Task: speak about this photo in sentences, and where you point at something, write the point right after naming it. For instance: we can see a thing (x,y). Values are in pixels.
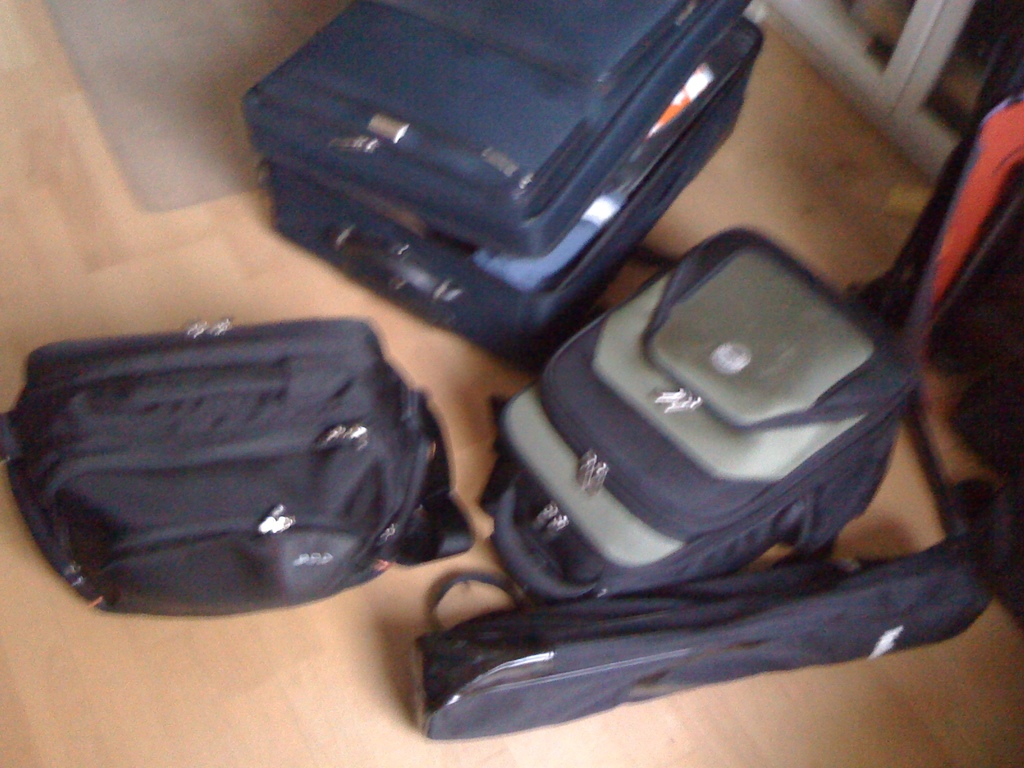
In this image there are different colors of backpacks (498,450), luggage bags (648,1) and carrying bag (354,400).
